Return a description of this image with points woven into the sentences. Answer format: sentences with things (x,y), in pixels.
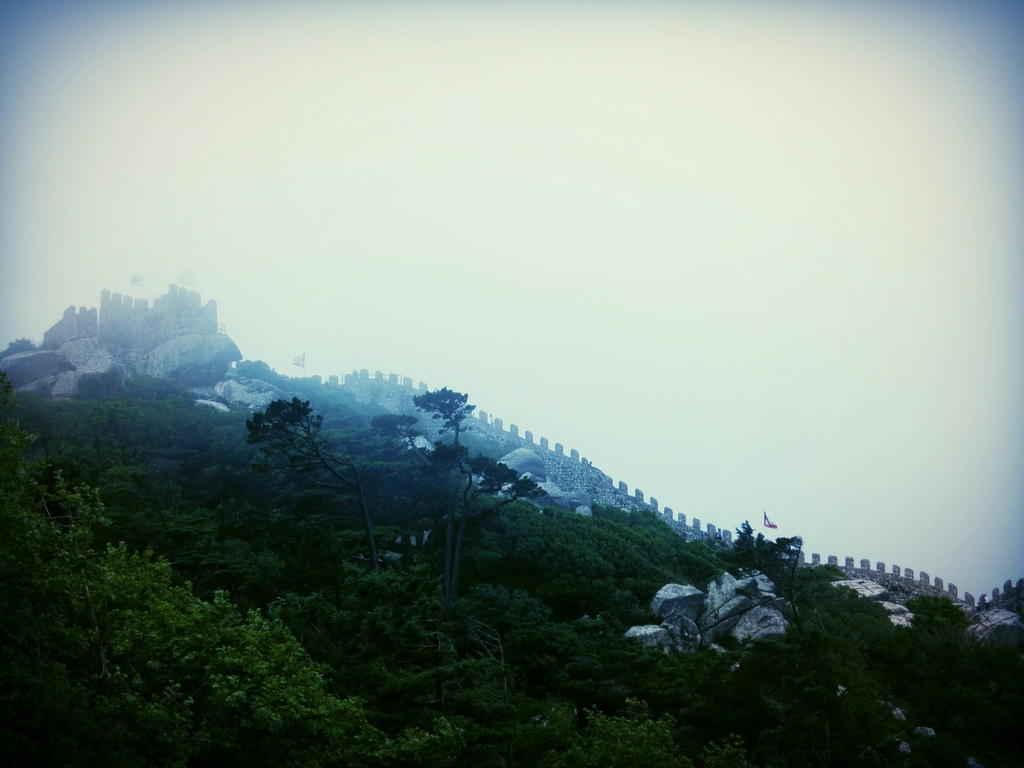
In this image at the bottom (463,623), there are trees (519,563), stones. In the middle (566,469) there are stones (222,340), fort (188,320), wall (584,489), flag (767,519). At the top (486,184) there is sky (522,182).
